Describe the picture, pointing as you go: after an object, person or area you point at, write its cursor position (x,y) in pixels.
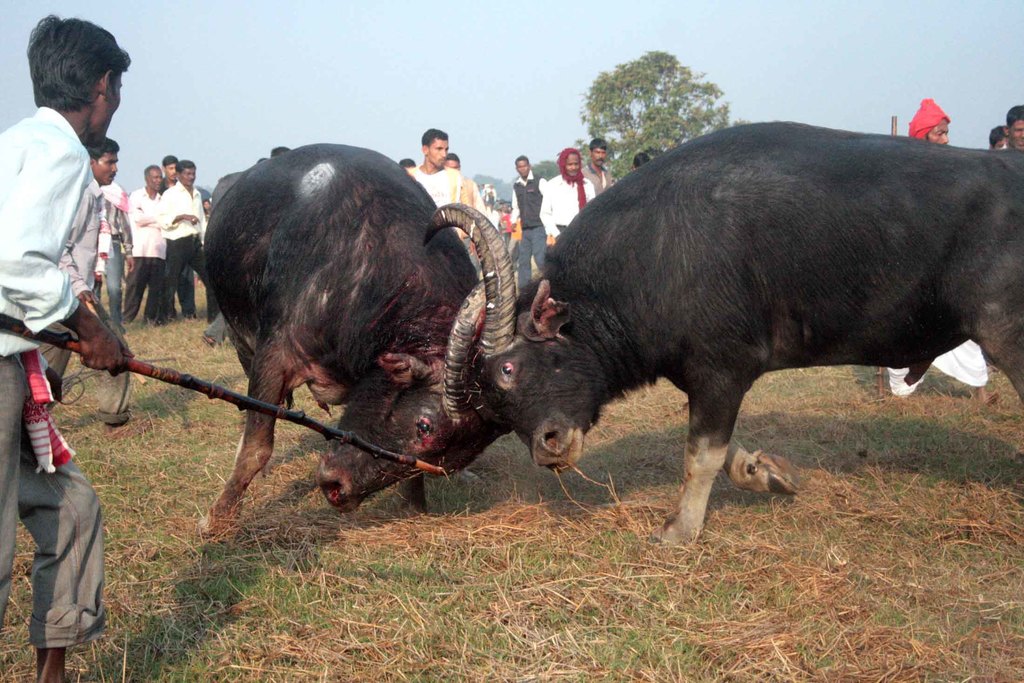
In this image there are two bulls (524,397) fighting, a person (16,304) standing and holding a stick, and in the background (855,18) there are group of people (586,191), trees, sky (855,18).
